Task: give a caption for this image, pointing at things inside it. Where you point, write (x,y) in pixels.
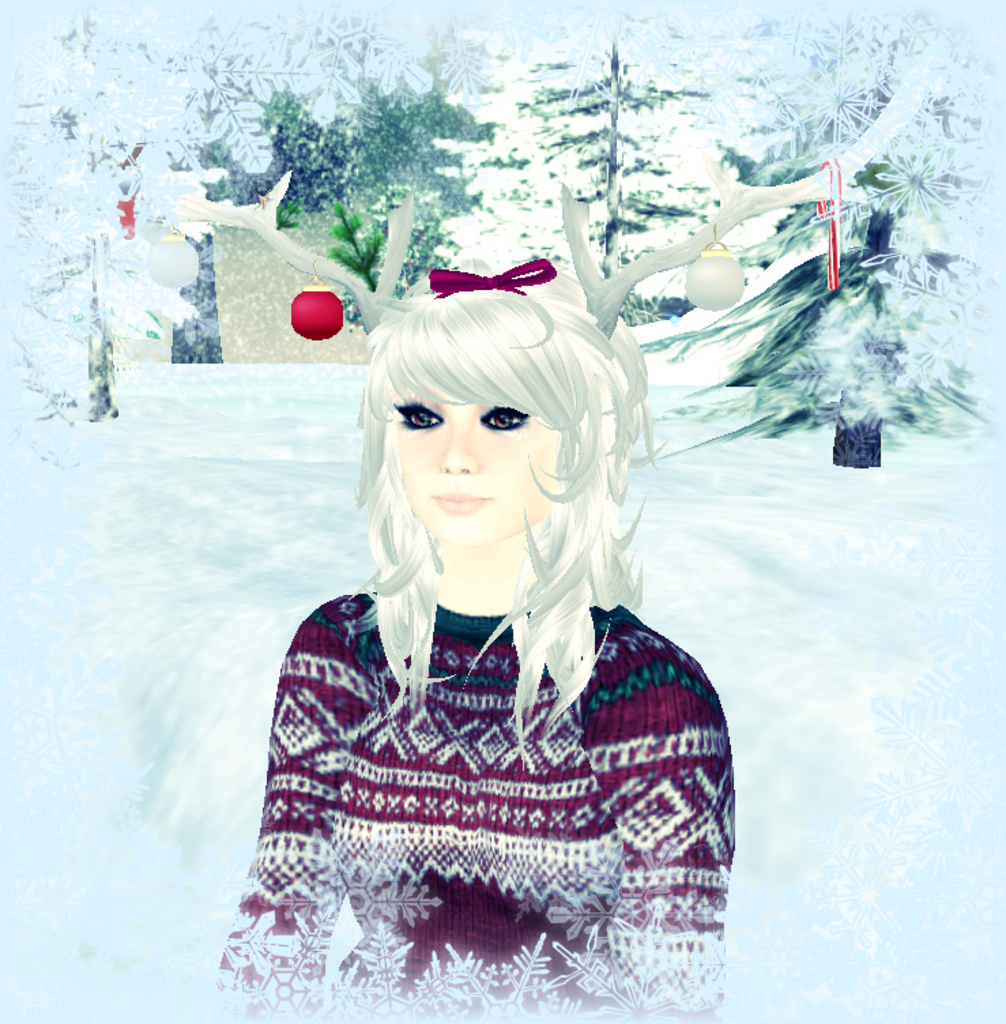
This image is an animation and graphic image in which there is a woman (465,630) in the front (472,613) and in the background (171,403) there are trees (835,466) and there is snow (751,464).
